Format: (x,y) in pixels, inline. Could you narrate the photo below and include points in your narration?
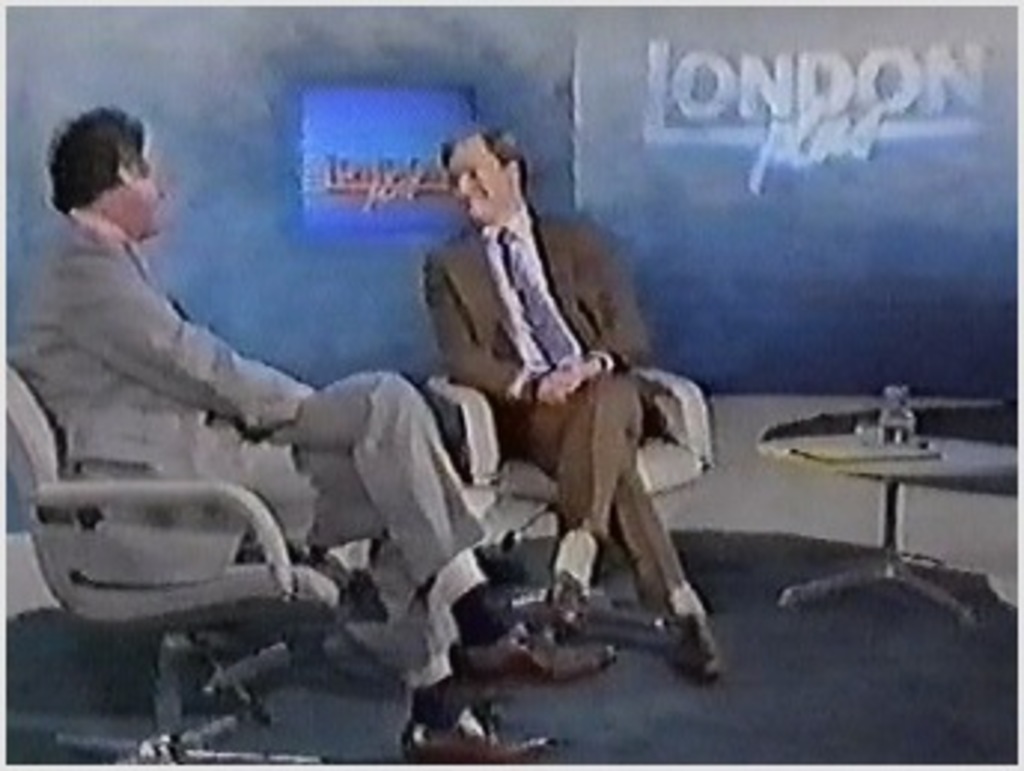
In this image I see 2 men (450,531) who are sitting on the chairs (313,588) and there is a table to the right (846,465). In the background (48,69) I see the wall (48,69).
